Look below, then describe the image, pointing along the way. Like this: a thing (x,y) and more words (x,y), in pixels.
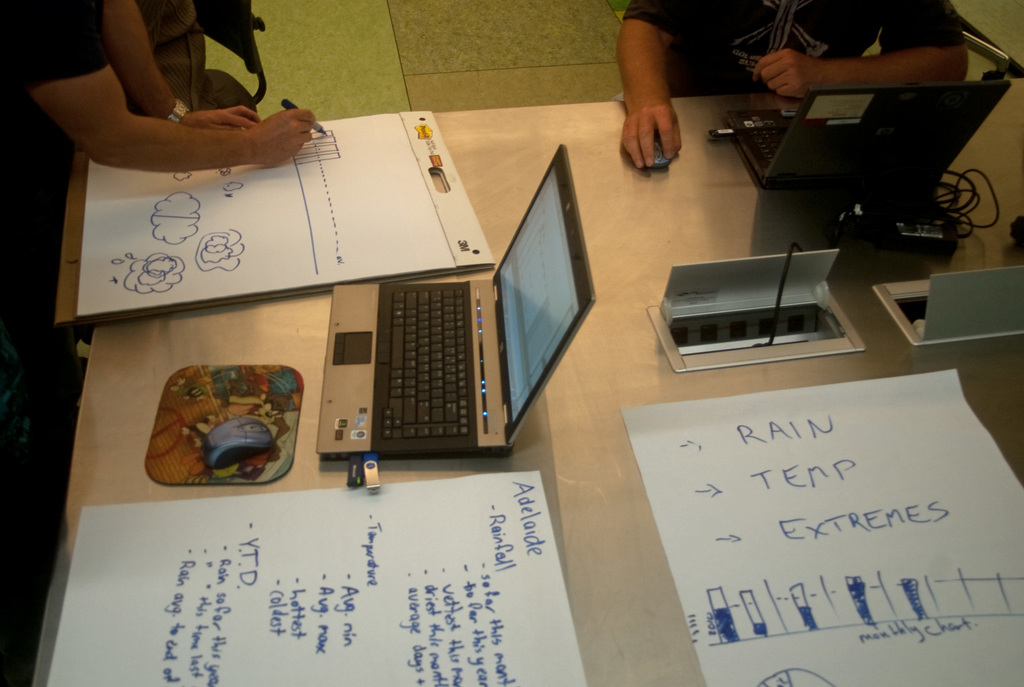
On the table (644,182) there are papers (732,499) with some written on it, a laptop (361,334), mouse (236,435), two pen drives (367,475), battery wire (889,227). There are three persons (776,37). To the right top corner (801,26) there is a man (769,37) sitting. And to the left top corner (43,100) there is another man (47,138) standing and writing something on the paper (268,226).
